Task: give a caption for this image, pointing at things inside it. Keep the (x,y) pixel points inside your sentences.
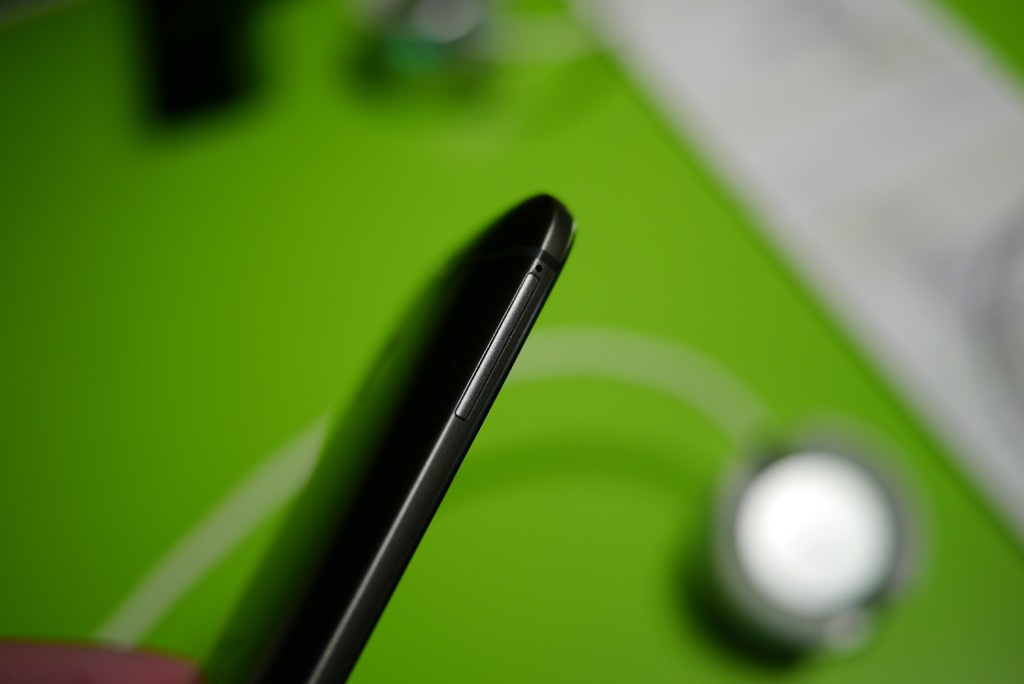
In this image we can see a mobile phone (473,285).
